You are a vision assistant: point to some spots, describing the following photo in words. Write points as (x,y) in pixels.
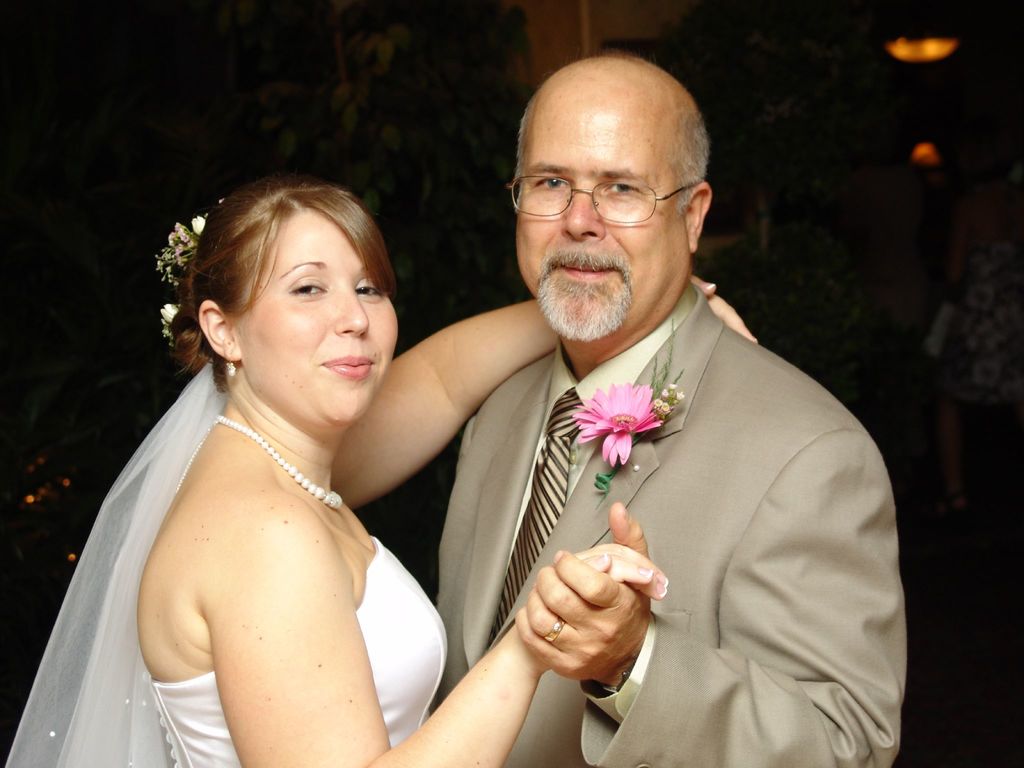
In this image I can see a man (630,416) and a woman (305,495) are holding hands (582,618) and smiling. The man (572,479) is wearing a shirt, a tie (561,455), a suit (665,481) and spectacles (557,189). The woman (249,530) is wearing a necklace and white color dress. The background of the image (415,140) is dark.
